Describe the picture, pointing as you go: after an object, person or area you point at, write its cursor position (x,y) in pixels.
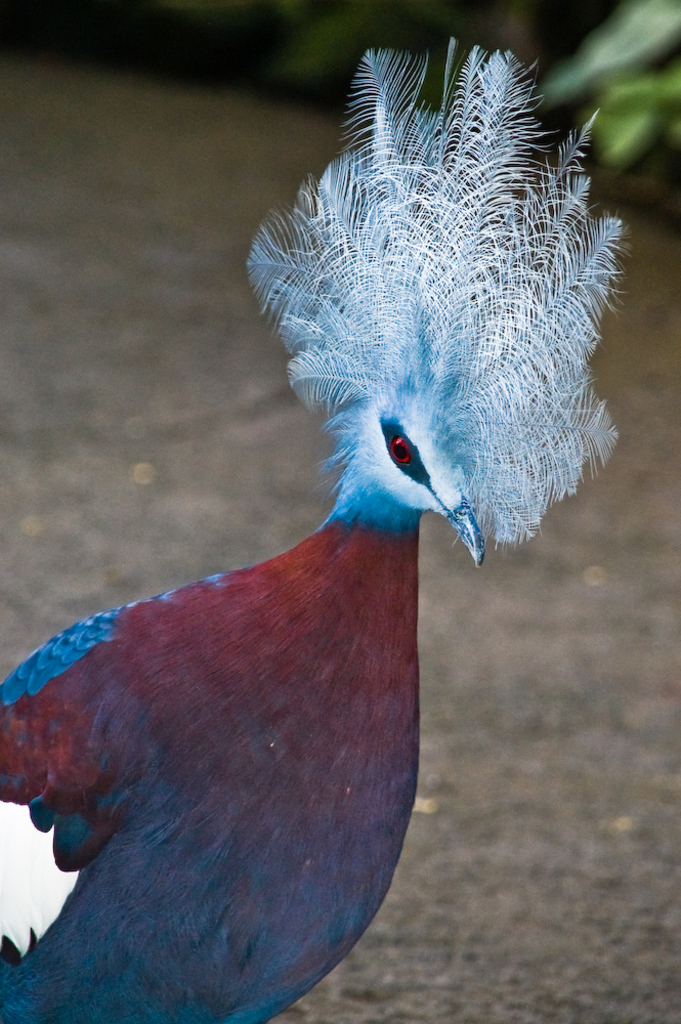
In this picture we can see a crowned pigeon (148,608) on the ground (96,233) and in the background (65,280) it is blurry.
